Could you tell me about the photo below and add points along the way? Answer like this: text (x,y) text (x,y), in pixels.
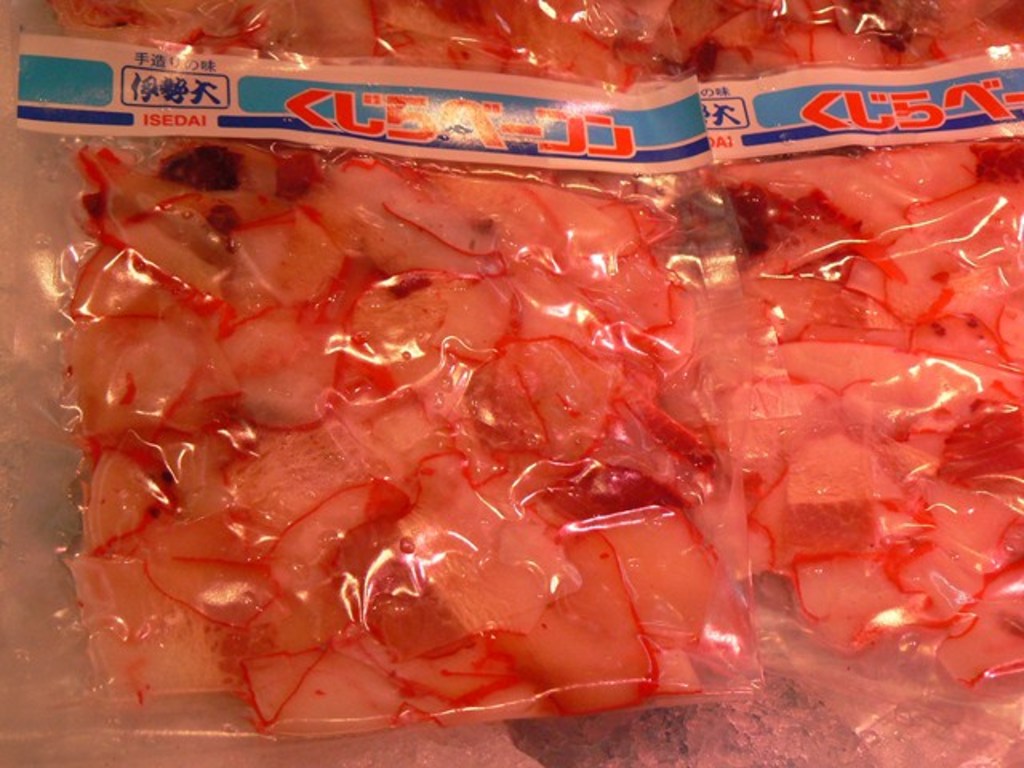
In this image there are packets (763,331), in that packets (740,276) there is food item (640,260).
